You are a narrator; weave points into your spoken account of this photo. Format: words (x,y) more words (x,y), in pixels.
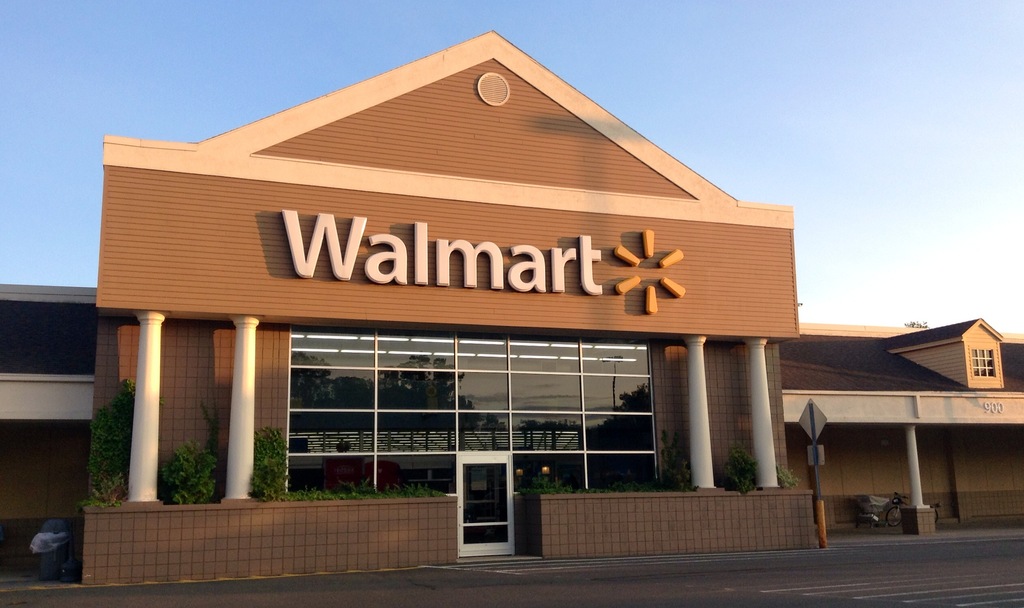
In the foreground of this image (593,566), at the bottom (584,585), there is the road (791,587). In the middle (503,248), there is a building (238,479), few plants (287,494), sign board (808,426) and few objects (875,515). At the top (281,44), there is the sky (268,34).
